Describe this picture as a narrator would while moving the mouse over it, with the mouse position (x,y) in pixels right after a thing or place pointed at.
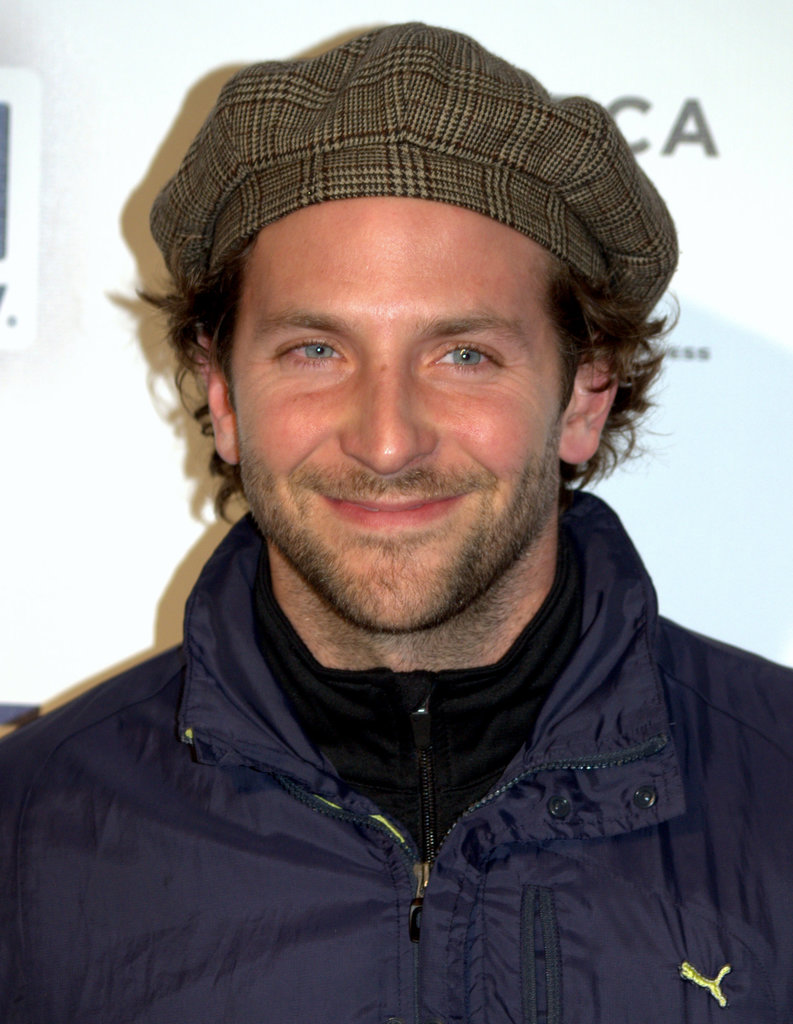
In this image I can see a person (467,483) wearing a blue color jacket (283,764) and he is smiling and his wearing a cap (391,135) and background (742,530) is white.
